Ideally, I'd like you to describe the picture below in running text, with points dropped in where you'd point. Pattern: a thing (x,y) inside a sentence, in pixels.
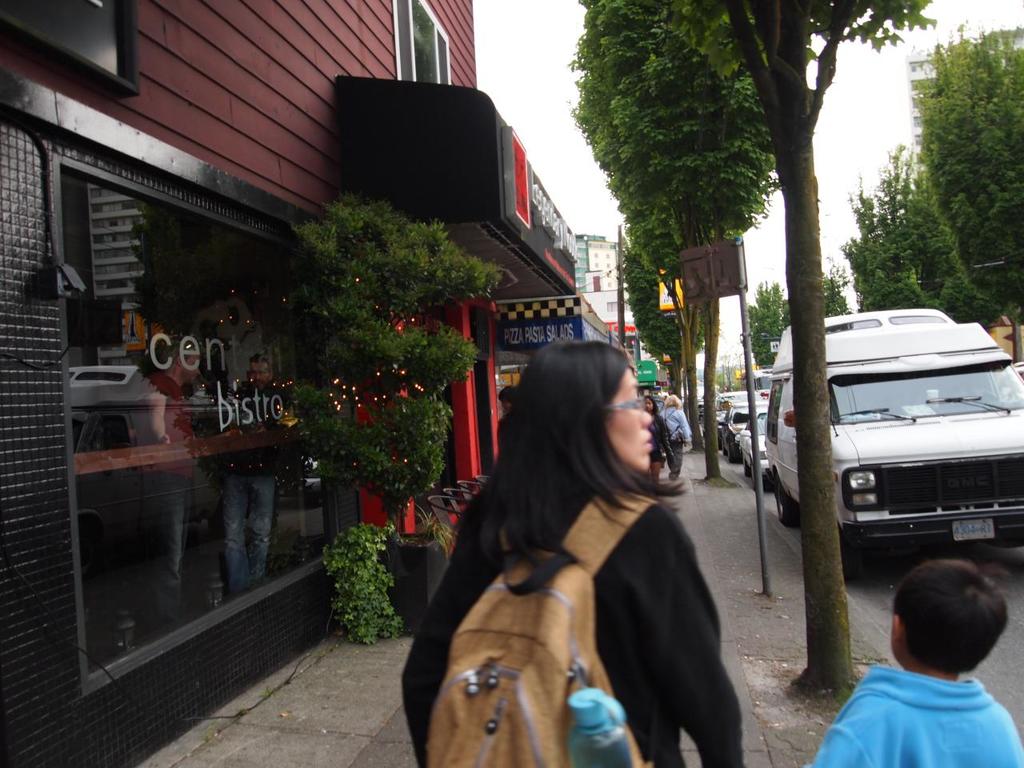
In this picture we can see vehicles (991,529) are on the roadside (1005,561) few people (674,635) are walking, around we can see some trees (378,456) and buildings (378,519).
